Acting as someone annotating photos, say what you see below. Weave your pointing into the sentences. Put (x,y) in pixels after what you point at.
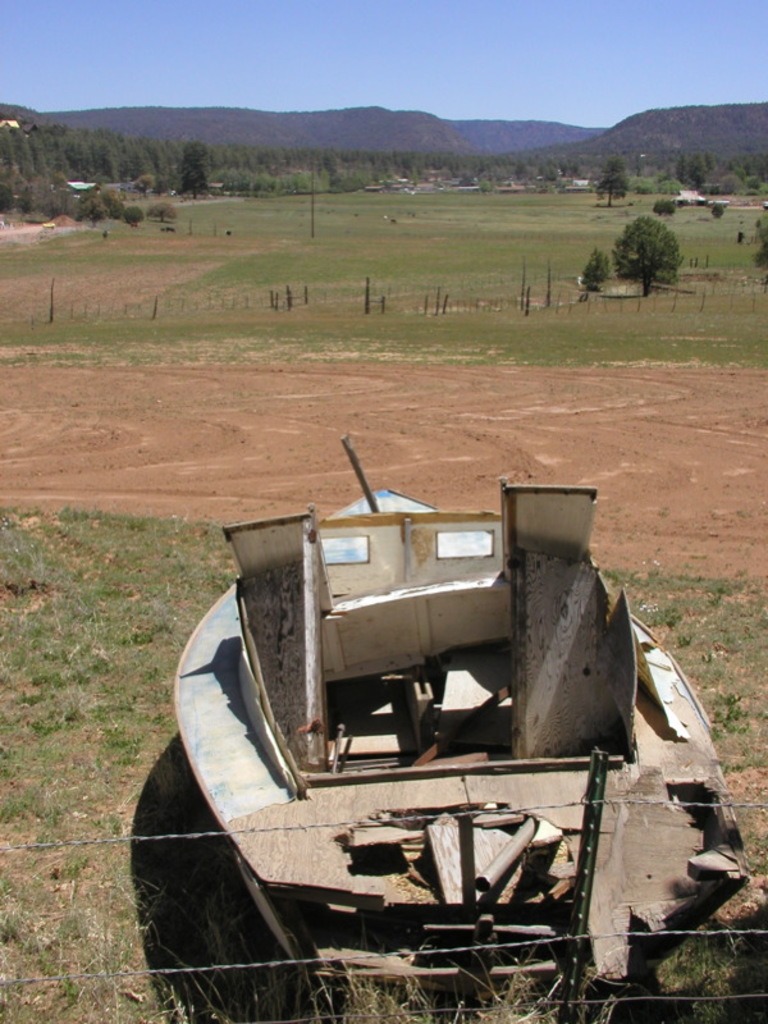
In this image we can see a ship (215,737) on the ground (87,788), there is the fencing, there are trees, there is the grass (400,327), there are mountains (397,134), there is the pole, at above there is the sky (398,58).
